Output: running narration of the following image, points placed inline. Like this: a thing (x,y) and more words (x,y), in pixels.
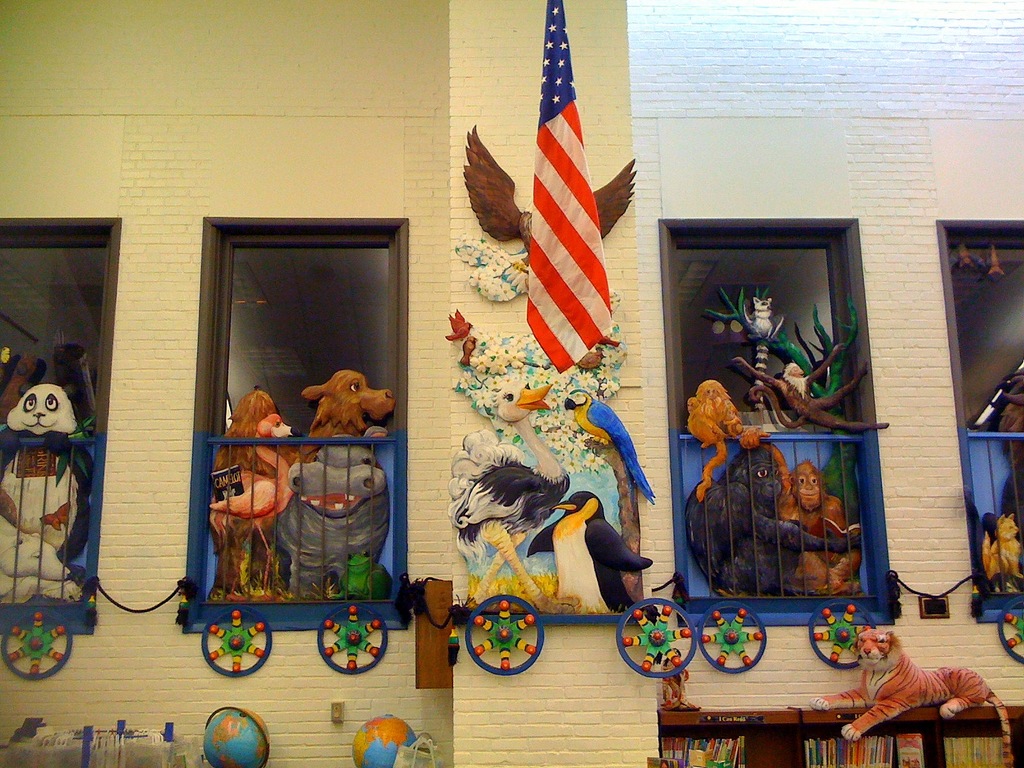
In the center of the image (564,293) there is a building (723,99), wall (813,111), flag (584,182), toys (768,340), books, globes (219,712) and a few other objects (637,510).
